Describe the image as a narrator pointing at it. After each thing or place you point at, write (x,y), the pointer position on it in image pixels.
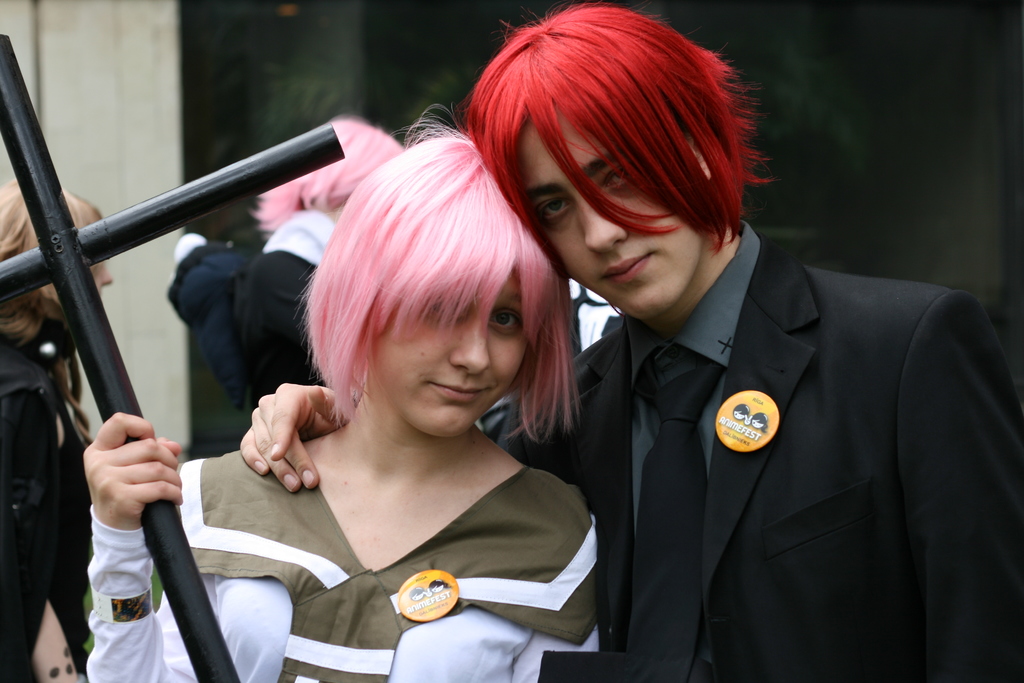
In this image I can see a group of people (556,379) are standing on the floor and one person (421,564) is holding a metal rod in hand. In the background (122,286) I can see a wall (123,89). This image is taken may be during a day.
